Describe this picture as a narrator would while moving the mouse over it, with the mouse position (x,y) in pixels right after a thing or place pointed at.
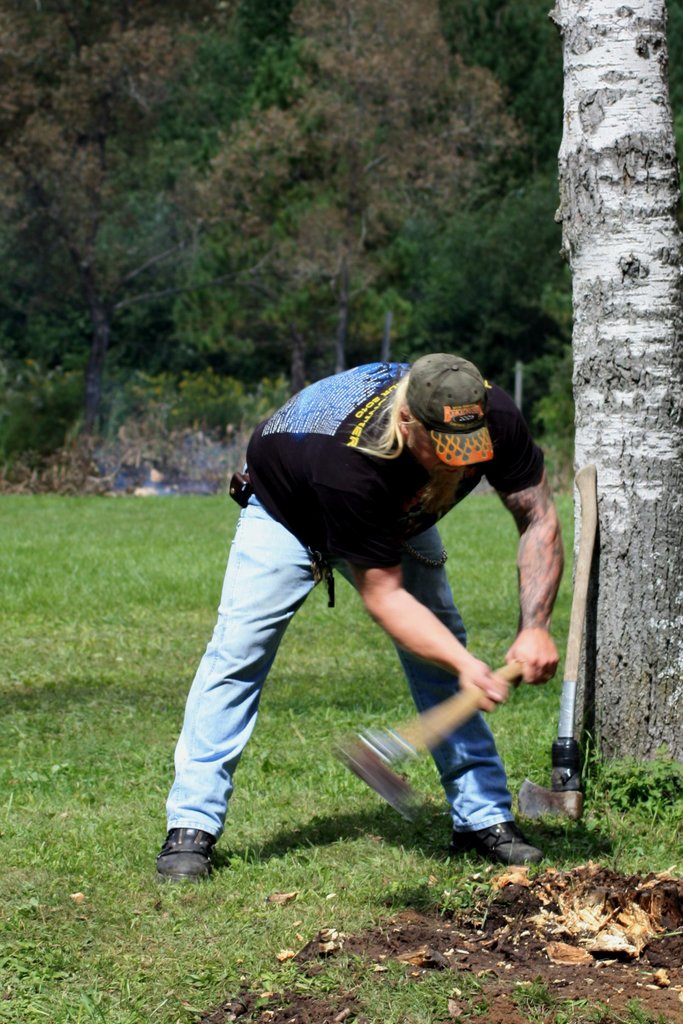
In this image we can see a person (215,771) holding an axe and there is a another axe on the ground (347,618), there are poles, trees (447,294) and grass (228,853).
